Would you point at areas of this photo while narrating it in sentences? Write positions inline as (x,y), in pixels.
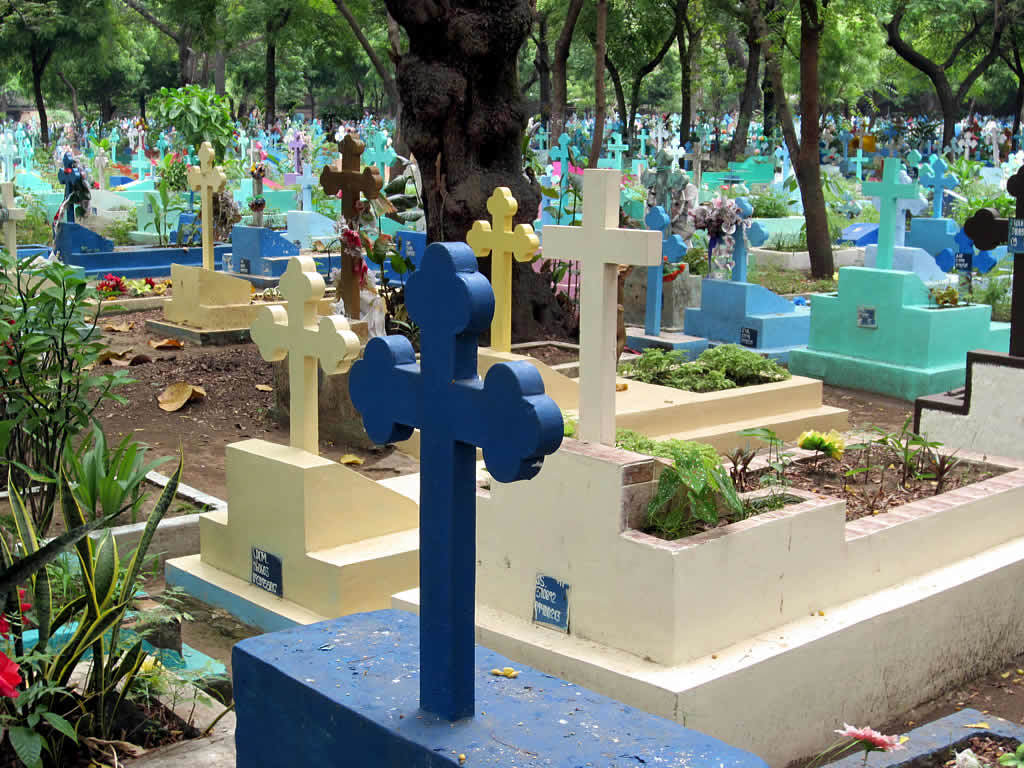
In this picture there are cemeteries (446,253) and there are trees (542,273). At the bottom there is ground (899,489) and there are dried leaves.
